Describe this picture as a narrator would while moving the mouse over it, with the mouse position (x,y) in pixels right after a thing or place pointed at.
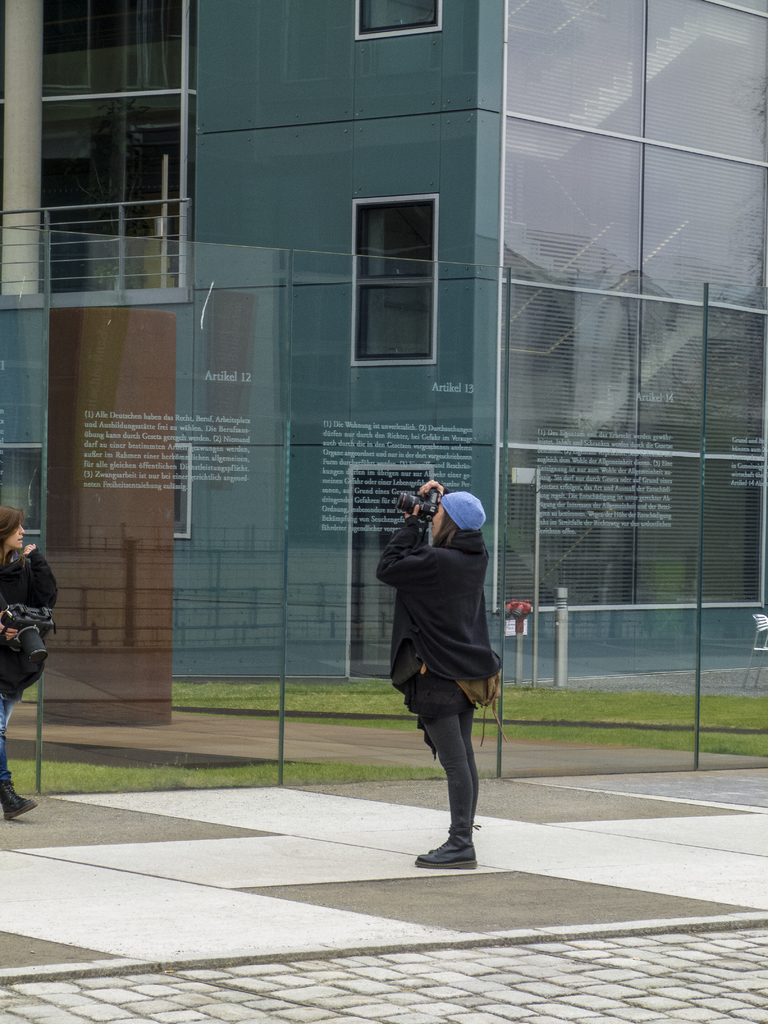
A woman (410,578) is holding camera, this is building (422,354) with the windows (407,318).
